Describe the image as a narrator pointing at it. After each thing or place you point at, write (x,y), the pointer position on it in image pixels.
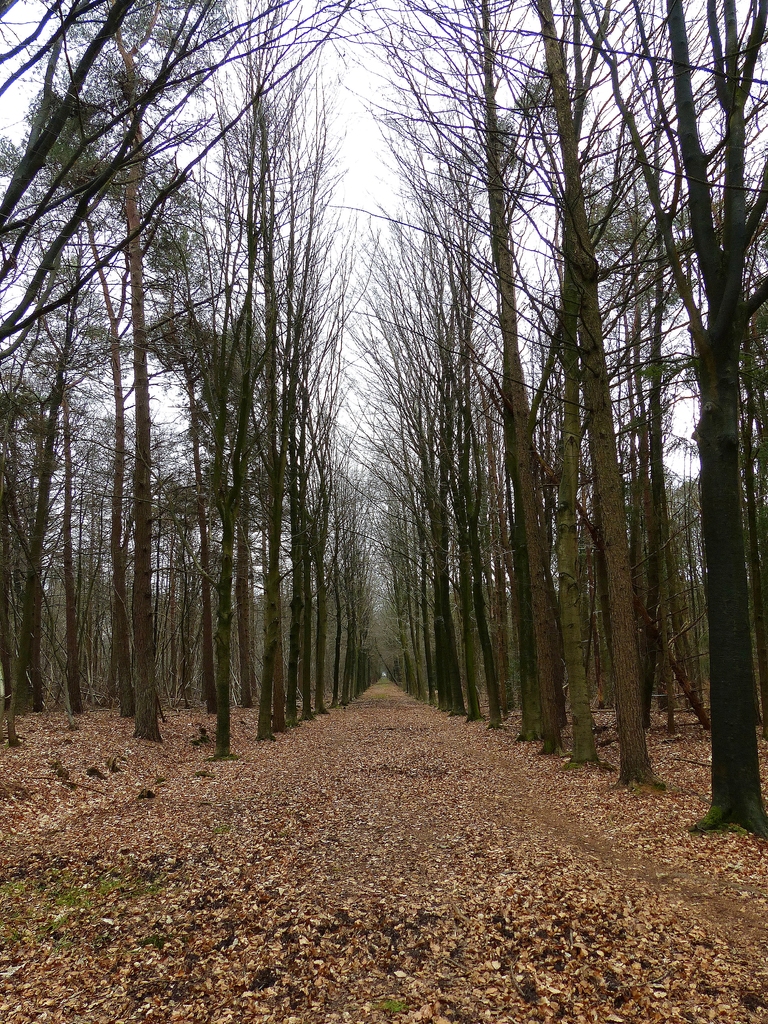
In this image I can see the ground (336,888), number of leaves (370,922) on the ground (457,870) and few trees (646,476). In the background (334,164) I can see the sky (392,162).
